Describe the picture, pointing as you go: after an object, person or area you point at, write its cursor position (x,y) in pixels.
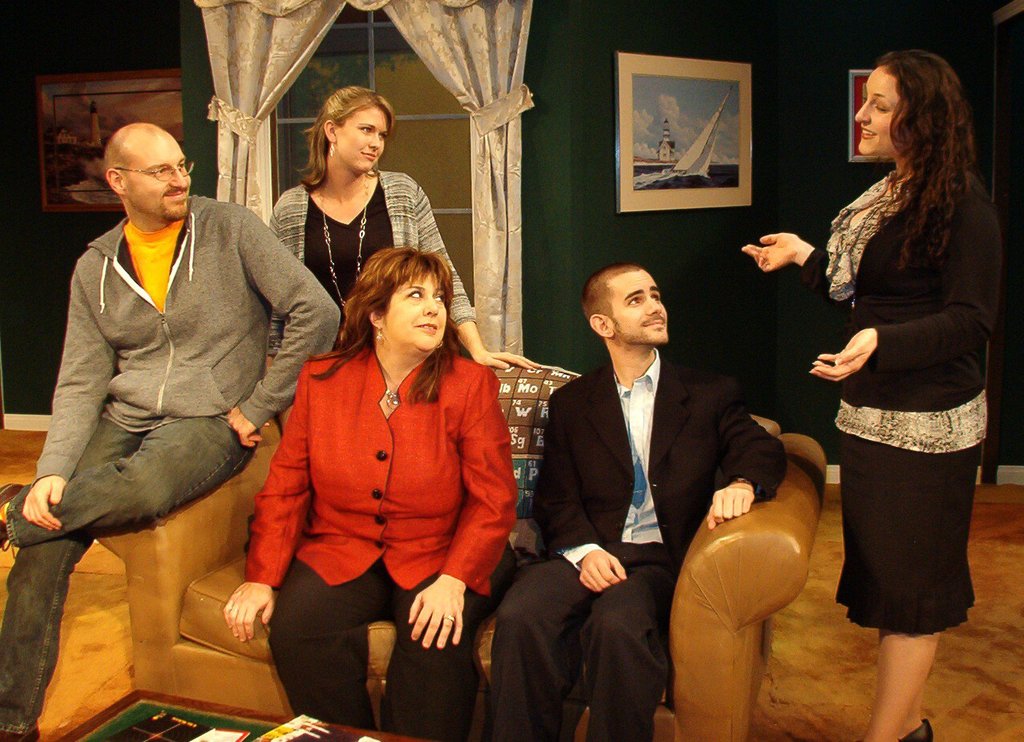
In this image I can see three people (284,503) sitting on the couch (756,617). Couch (763,592) is in brown color. Two people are standing. The frames (678,78) are attached to the wall (583,110). The wall (583,128) is green color. We can see window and white curtain (501,108). The floor (812,617) is in brown color.
